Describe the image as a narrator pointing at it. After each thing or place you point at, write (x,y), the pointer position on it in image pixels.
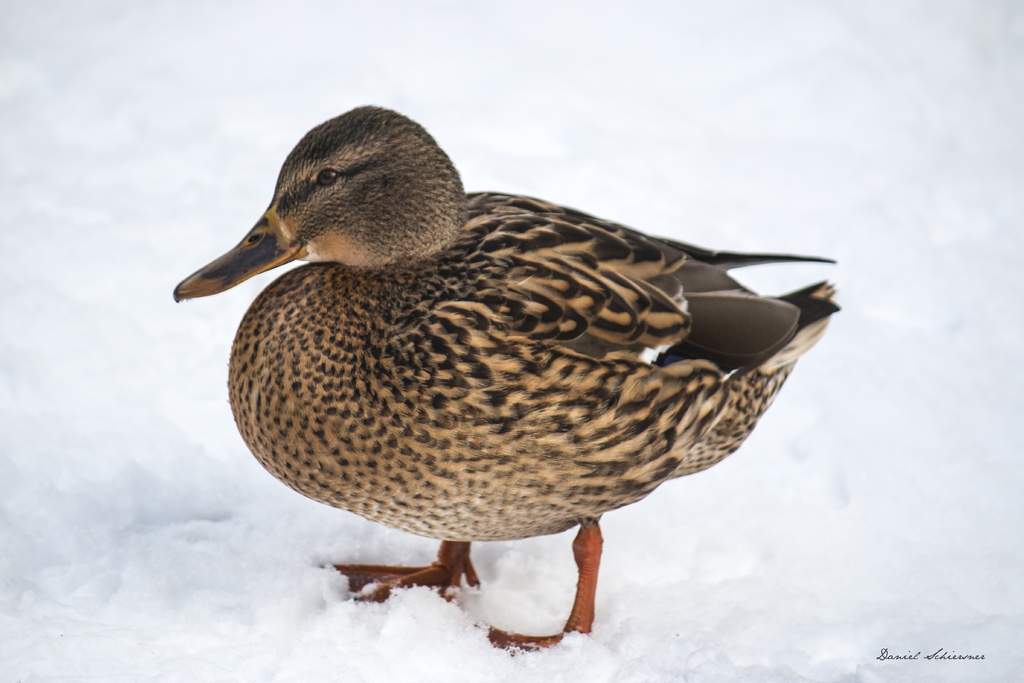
In this image I can see a bird (386,141) which is in brown color standing on the snow (261,596) and the snow (189,368) is in white color.
